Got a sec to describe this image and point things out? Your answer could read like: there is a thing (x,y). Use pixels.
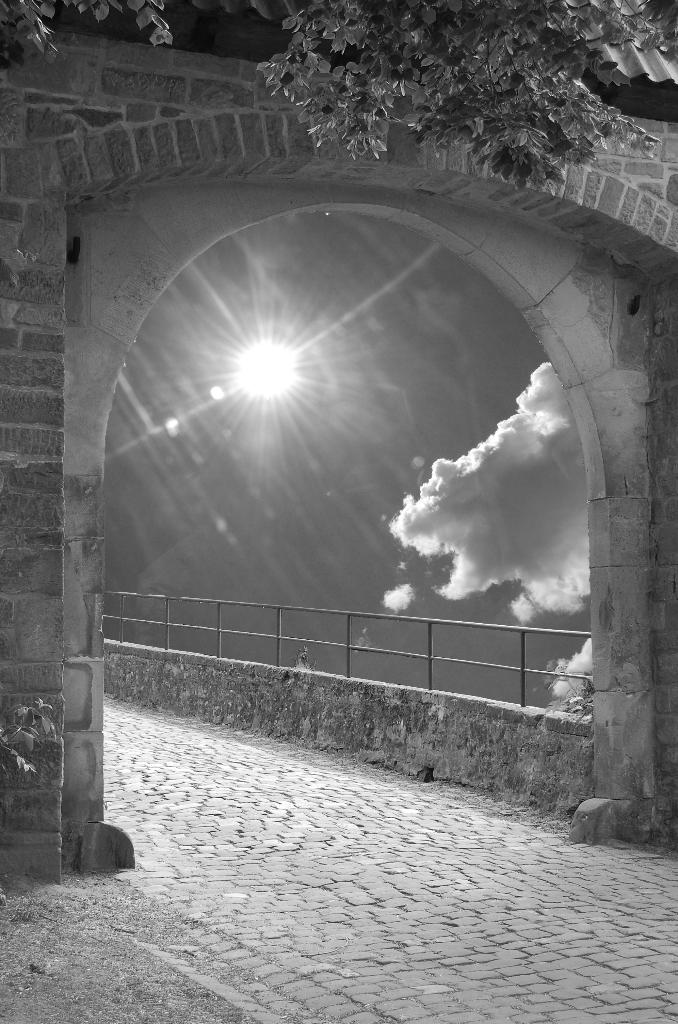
This is a black and white image. In this image we can see an arch (383,187), walking path (569,867), railings (360,648) and sky (450,433) with clouds (503,506).
